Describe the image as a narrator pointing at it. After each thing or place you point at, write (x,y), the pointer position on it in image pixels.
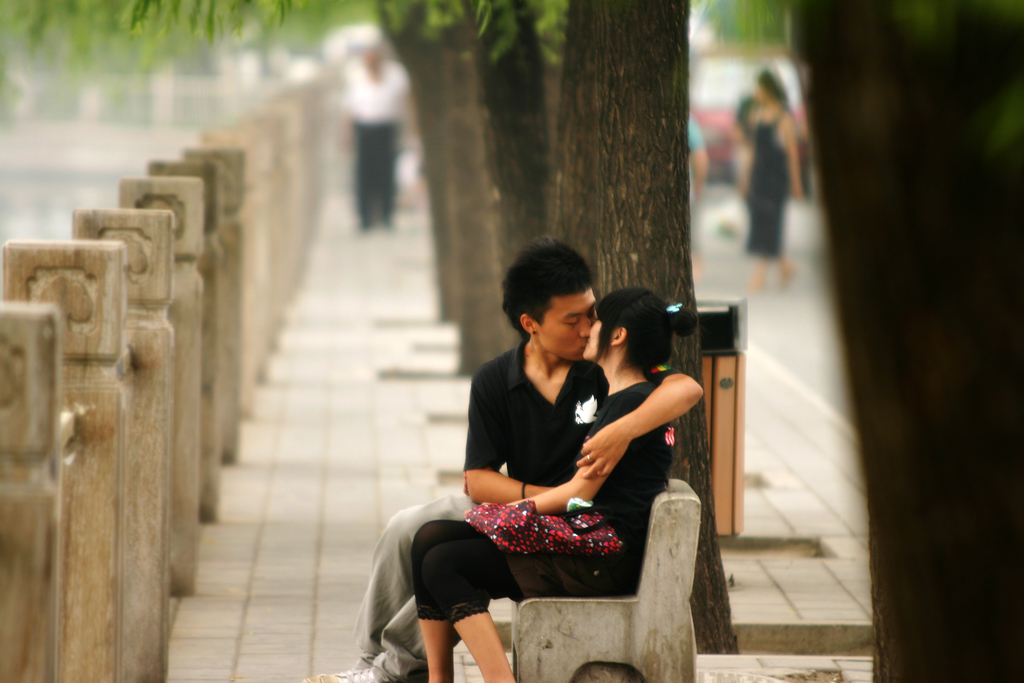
In this image we can see two persons (549,455) are sitting on the bench (657,629), and kissing, at the back (476,178) there are trees (476,178), there are group of persons (387,114) standing, there are cars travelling on the road (785,358).
